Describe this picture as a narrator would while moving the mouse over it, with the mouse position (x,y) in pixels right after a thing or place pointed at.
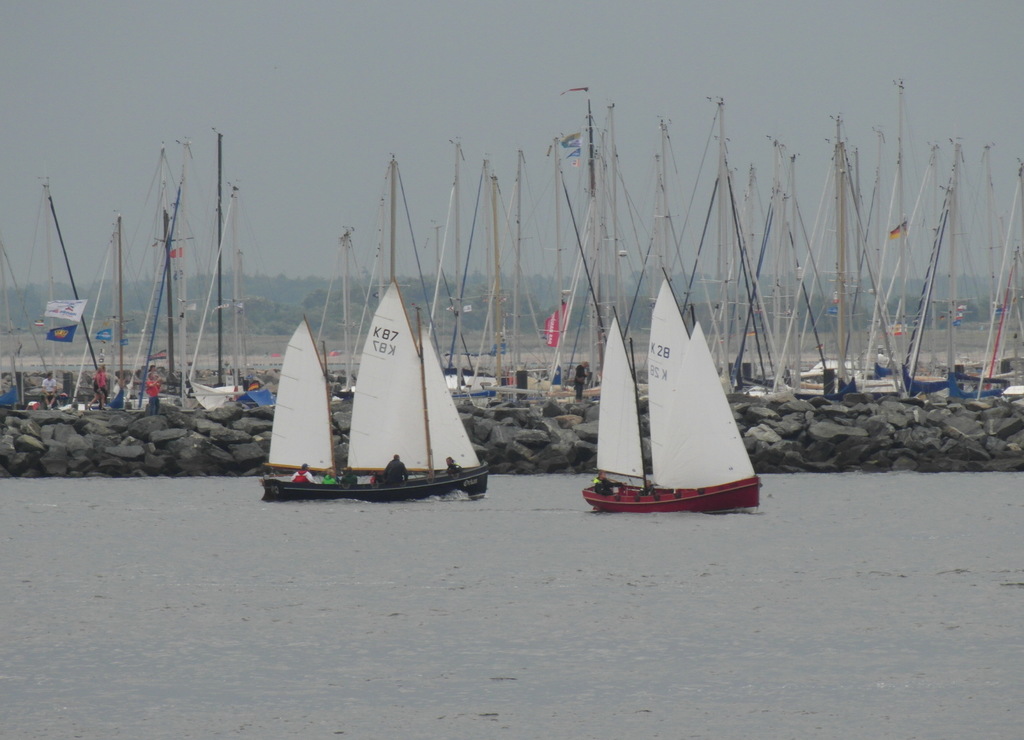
In the image we can see there are sail boats (381,352) in the water (582,485) and there are many boats (597,255) standing on the water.
